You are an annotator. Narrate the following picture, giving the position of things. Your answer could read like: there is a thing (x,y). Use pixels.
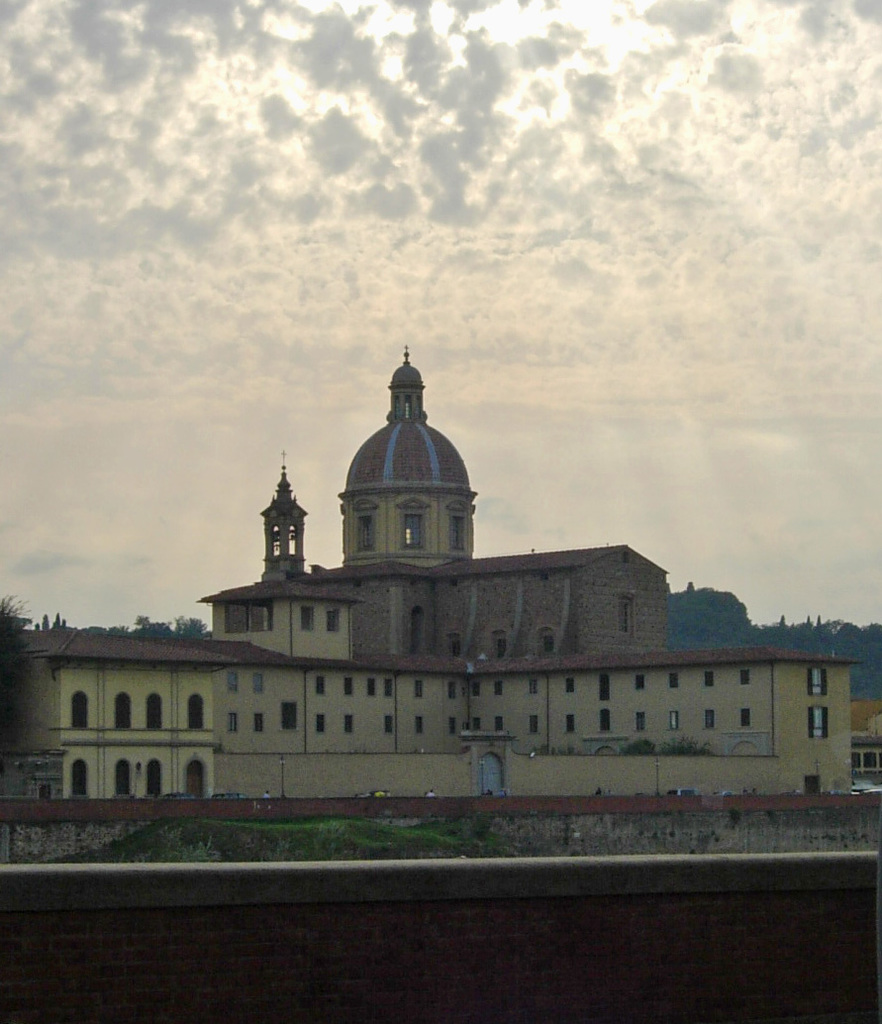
In this image there is a small wall (387,877), in the background (194,651) there is a building (272,547), trees (733,629) and the sky (412,241).
